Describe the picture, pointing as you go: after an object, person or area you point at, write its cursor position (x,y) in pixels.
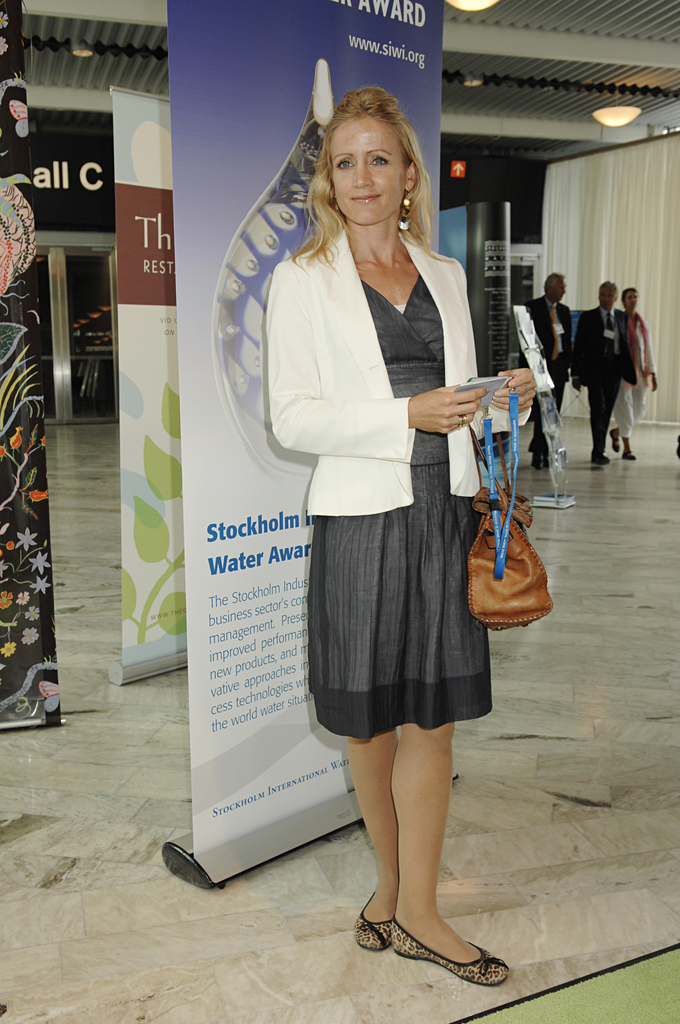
In the center of the image (310,504) we can see a woman (436,485) wearing the bag (489,527) and holding the tag (469,386) and standing on the floor (303,958) and smiling. In the background (550,289) we can see the people (596,374) walking. We can also see the banners (251,555) with the text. Image also consists of the door (108,345) and also the ceiling (582,135) with the lights (607,107). We can also see the curtain (666,187).
